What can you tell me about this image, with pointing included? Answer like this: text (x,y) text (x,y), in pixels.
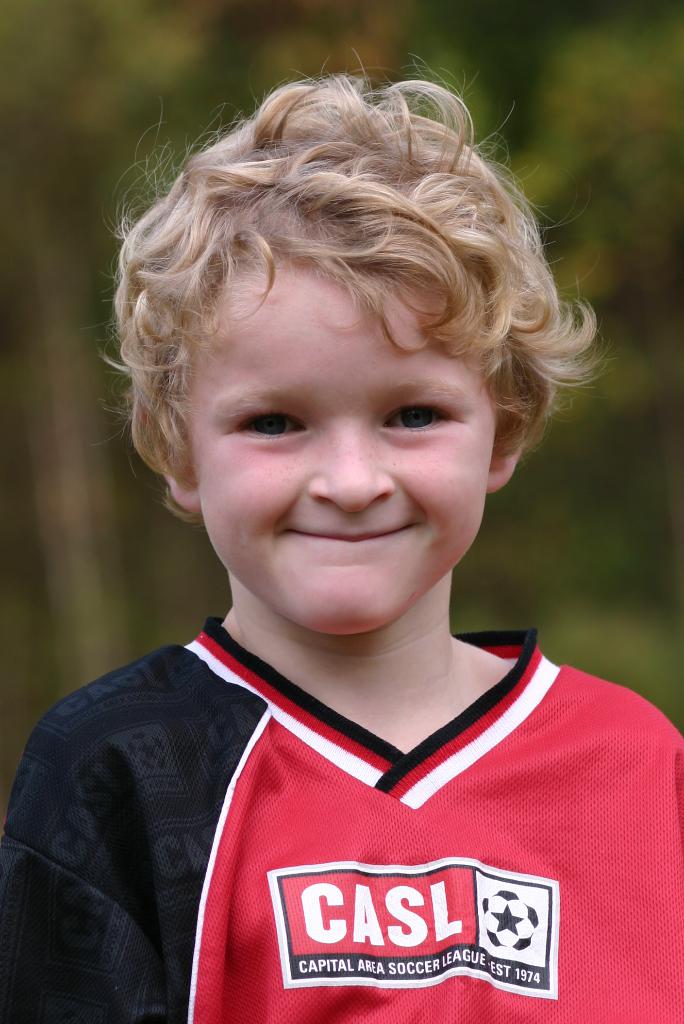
In this image I can see a boy (292,823) wearing a t-shirt (336,848) and smiling by looking at the picture. The t-shirt (559,765) is in red and black colors and on that I can see some text (444,918). The background (55,543) is blurred.
